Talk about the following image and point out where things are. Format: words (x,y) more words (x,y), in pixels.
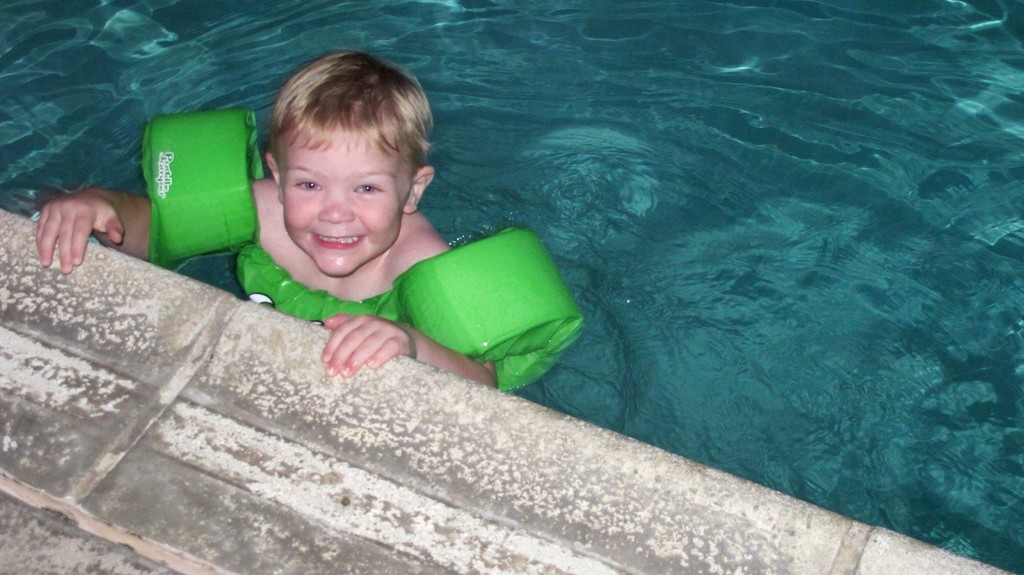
This is a boy (400,335) smiling. He wore a life jacket (479,309), which is green in color. He is standing in the water (499,220). This looks like a pool (820,326). I think this is the wall (177,473).
